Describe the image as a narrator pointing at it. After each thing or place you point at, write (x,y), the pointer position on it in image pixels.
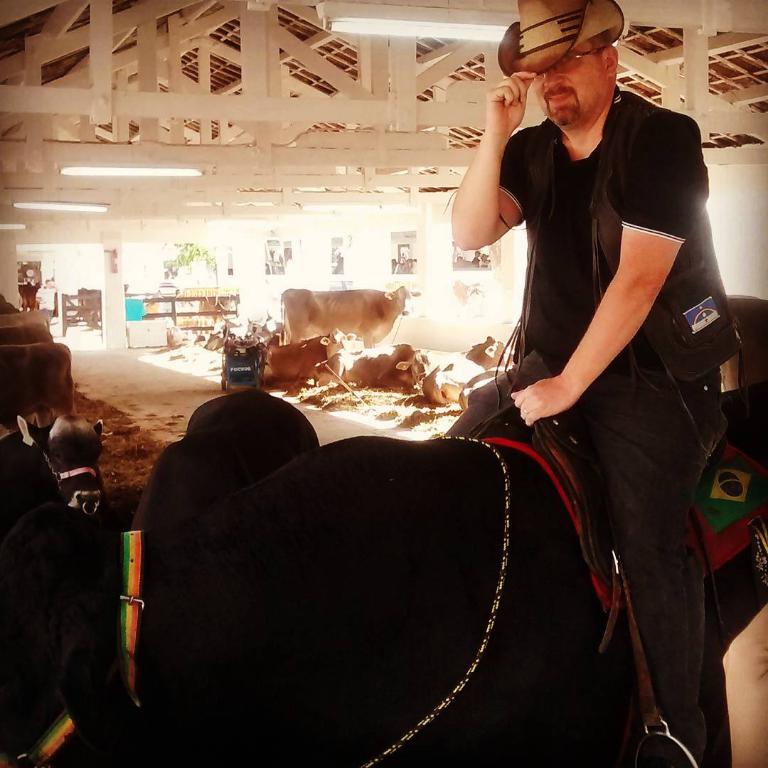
In this image we can see cattle (78,417) sitting and lying on the ground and a man (508,214) is sitting on a black bull (444,606). In the background (251,129) there are wooden grills (316,71), electric lights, windows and trees (179,263).
